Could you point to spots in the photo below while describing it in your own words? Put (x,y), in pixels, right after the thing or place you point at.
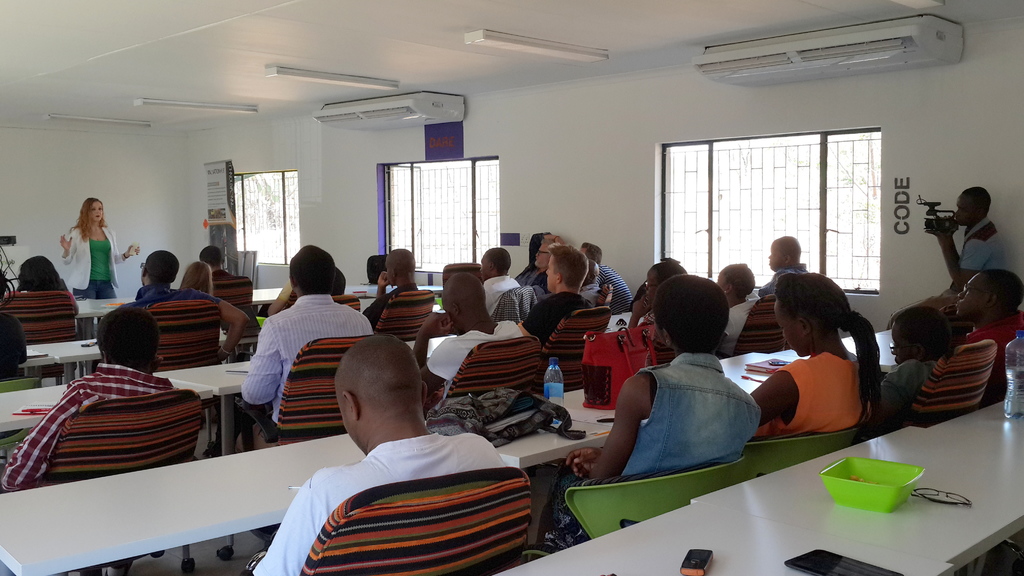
In this image there are many tables (297,455), chairs (437,529) and people (488,328). On the right (938,234) there is a man (962,209) he is holding a camera (949,222) he wears t shirt (986,257). On the left (305,515) there is a man (369,453) he is sitting on the chair (382,535). On the right (807,496) there is a table (818,490) on that there is a bowl (854,497), bottle (1014,373) and mobile (689,559). On the left (104,267) there is a woman (137,250) she is speaking. In the background (432,191) there is a window (432,191) and wall (553,155).
